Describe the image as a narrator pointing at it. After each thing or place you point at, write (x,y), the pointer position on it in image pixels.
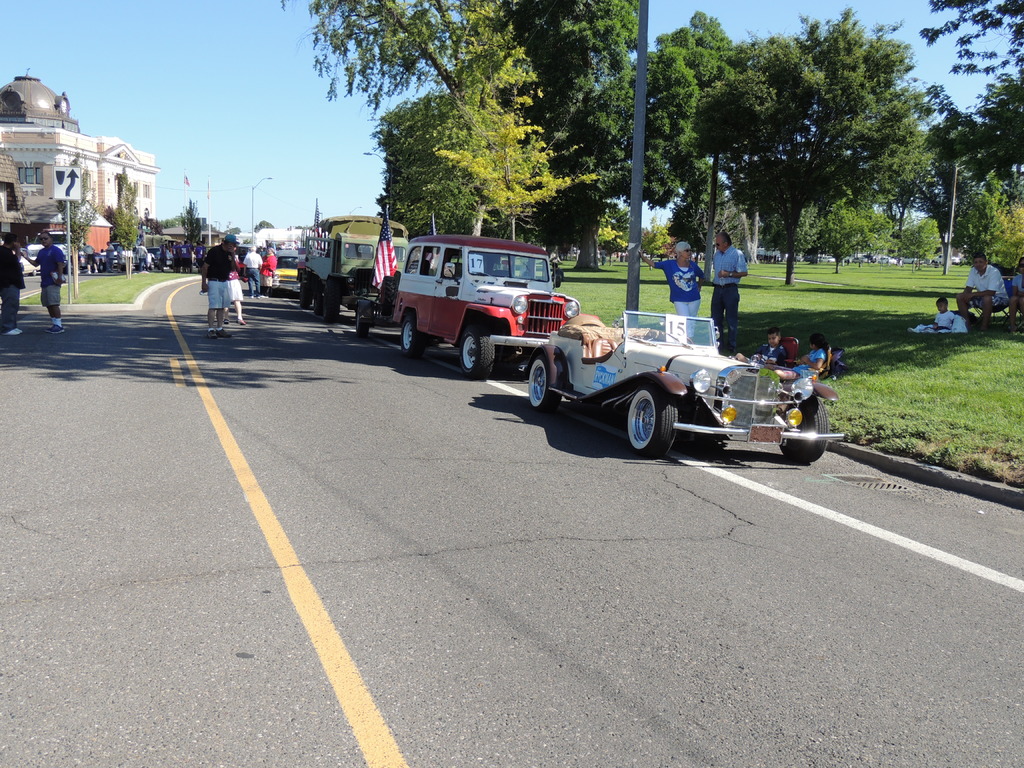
There are some vehicles (475,330) parked on the road (519,379) as we can see in the middle of this image (497,309). There are some persons (220,281) standing on the left side of this image (10,284) and right side of this image (726,307). There are some trees (466,215) in the background (482,215). There is a building (85,166) on the left side of this image (99,154), and there is a sky (257,99) at the top of this image (274,101).
